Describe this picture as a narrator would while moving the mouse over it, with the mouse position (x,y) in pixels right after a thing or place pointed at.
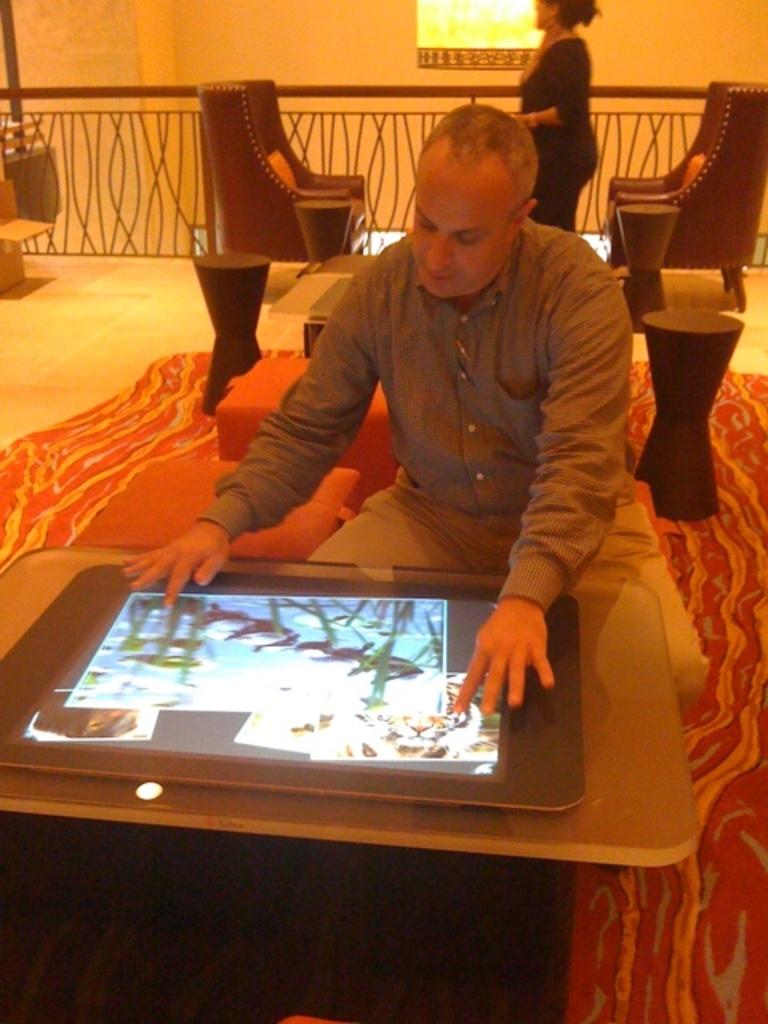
A person (538,332) in this image is sitting before a table (272,881) is having screen (444,762) on it. Backside there are two chairs (694,217). There is a woman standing at the back side of this person (600,289). A carpet (759,576) is placed on the floor (722,291).
